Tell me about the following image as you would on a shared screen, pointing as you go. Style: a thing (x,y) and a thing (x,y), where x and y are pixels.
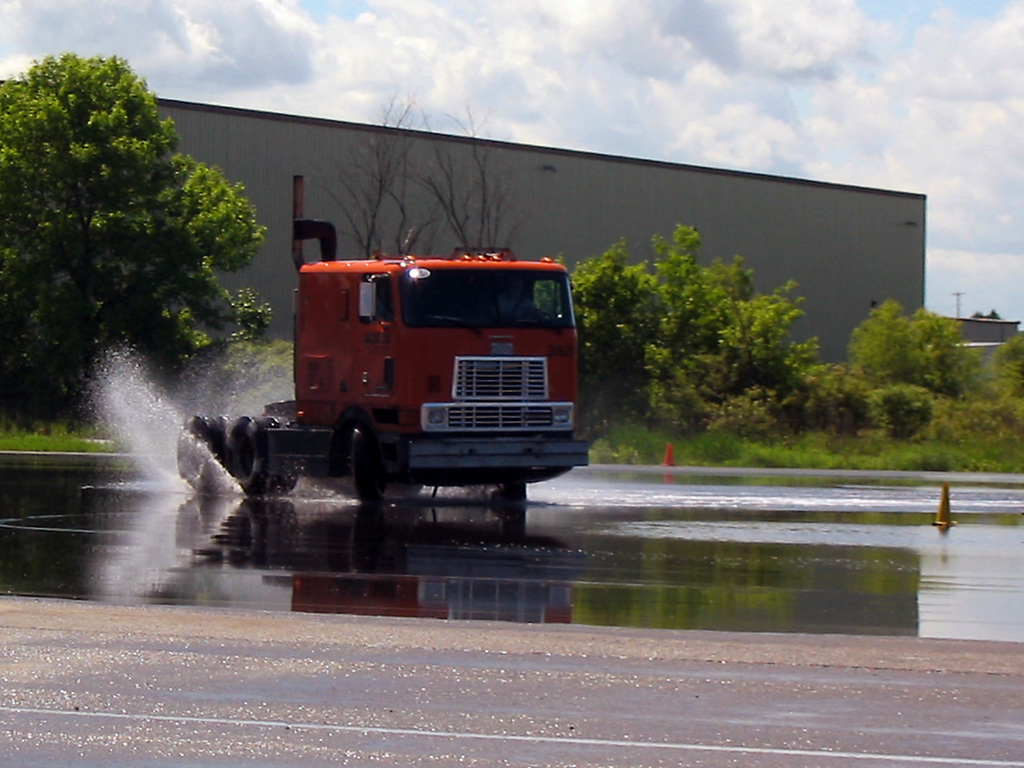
In this image we can see a vehicle (384,473) on the road (102,739). There is water (802,526) and we can see traffic cones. In the background (144,289) there are trees (719,337) and sky (887,53). We can see a shed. There is a pole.
